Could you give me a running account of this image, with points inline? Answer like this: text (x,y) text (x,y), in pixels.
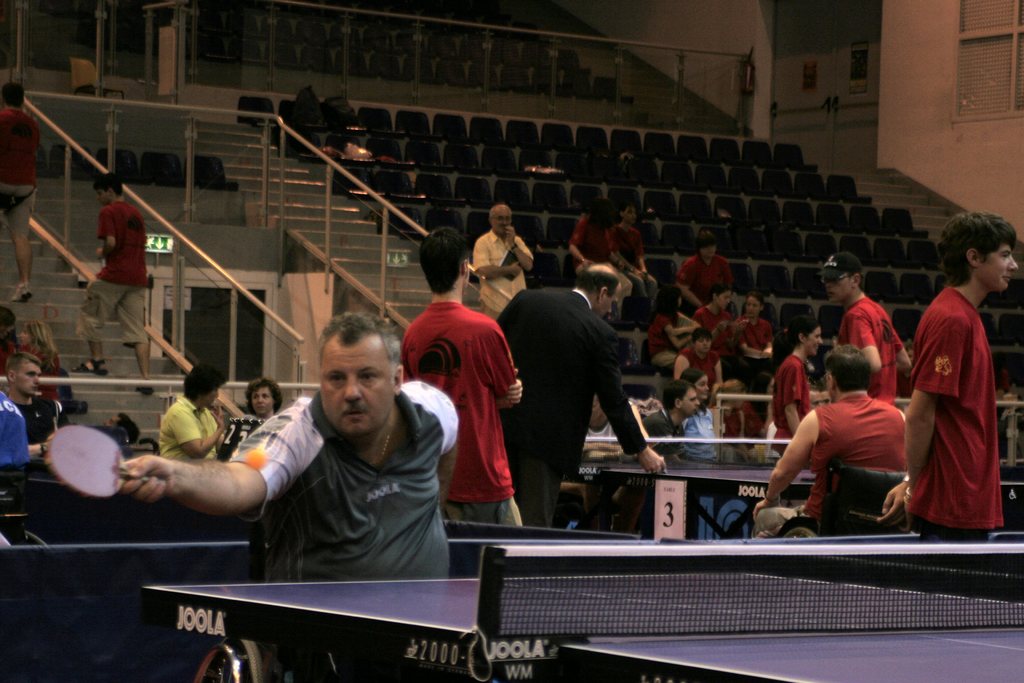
In the foreground (96,446) a group of people (138,477) playing table tennis on the table (801,639). In the middle (655,353) group of people (686,353) sitting on the chair (794,318). And a staircase (315,219) is there and a fence (327,255) is visible and a board (162,245) visible. The background walls (937,41) are white in color. This image is taken inside an auditorium hall (907,250).
